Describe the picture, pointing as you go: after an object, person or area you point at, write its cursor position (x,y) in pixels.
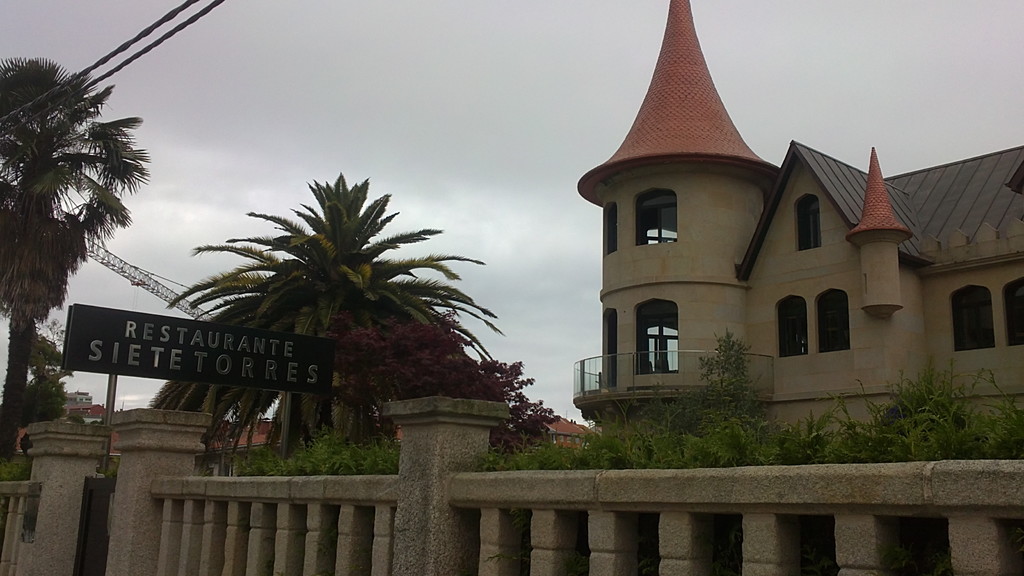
In this image there are buildings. At the bottom (142,468) there is a wall (345,525) and we can see a board (213,351). In the background (346,440) there are trees (400,296), wires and sky (394,83).
